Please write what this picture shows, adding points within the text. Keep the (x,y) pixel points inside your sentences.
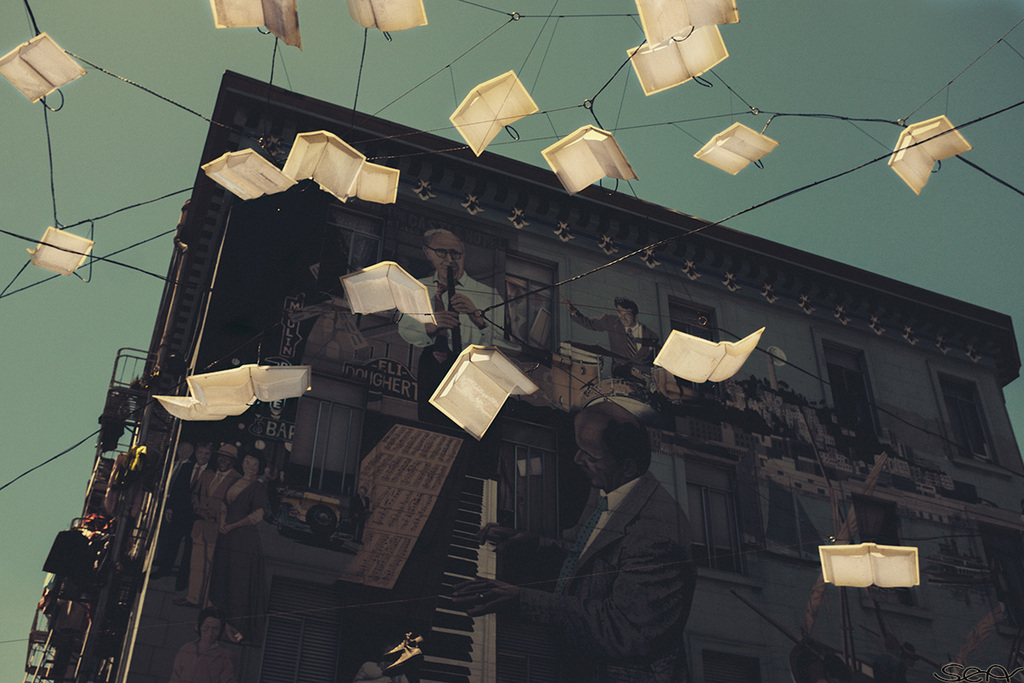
In this image we can see a building (393,340), in front of the building (299,268) there are few decorative items (352,163) hanging in the air with strings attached to it.
